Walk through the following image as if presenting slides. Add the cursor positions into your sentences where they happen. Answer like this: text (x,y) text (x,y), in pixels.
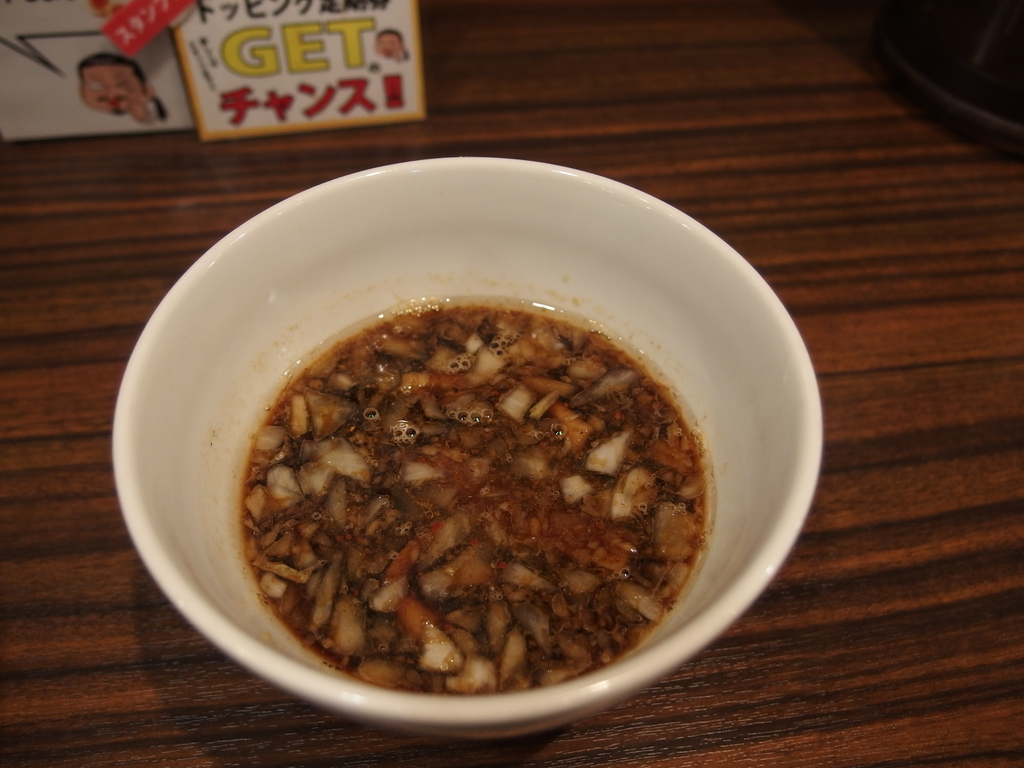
On the table (107,451) we can see food (439,434) in a white bowl (173,497) and there are other objects (345,82) on the table (861,77).
